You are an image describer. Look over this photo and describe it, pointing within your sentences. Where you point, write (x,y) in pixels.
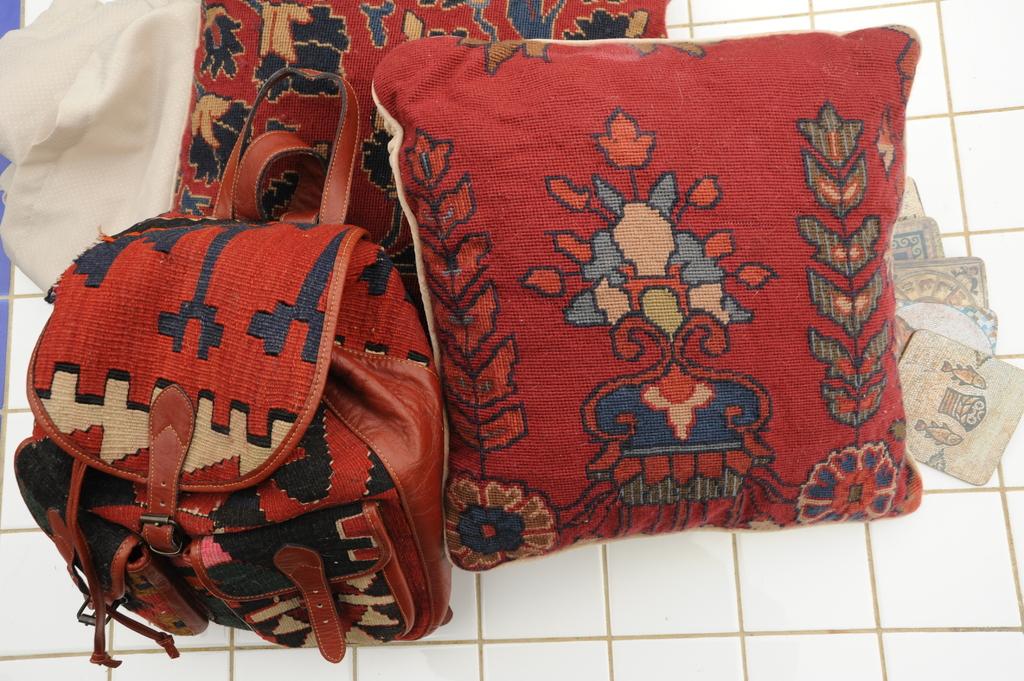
In the foreground of this image (352,504), there is a red bag (351,361), two cushions (395,170), a white cloth (162,132) and few square shaped objects (939,395) are on the white surface (783,612).
